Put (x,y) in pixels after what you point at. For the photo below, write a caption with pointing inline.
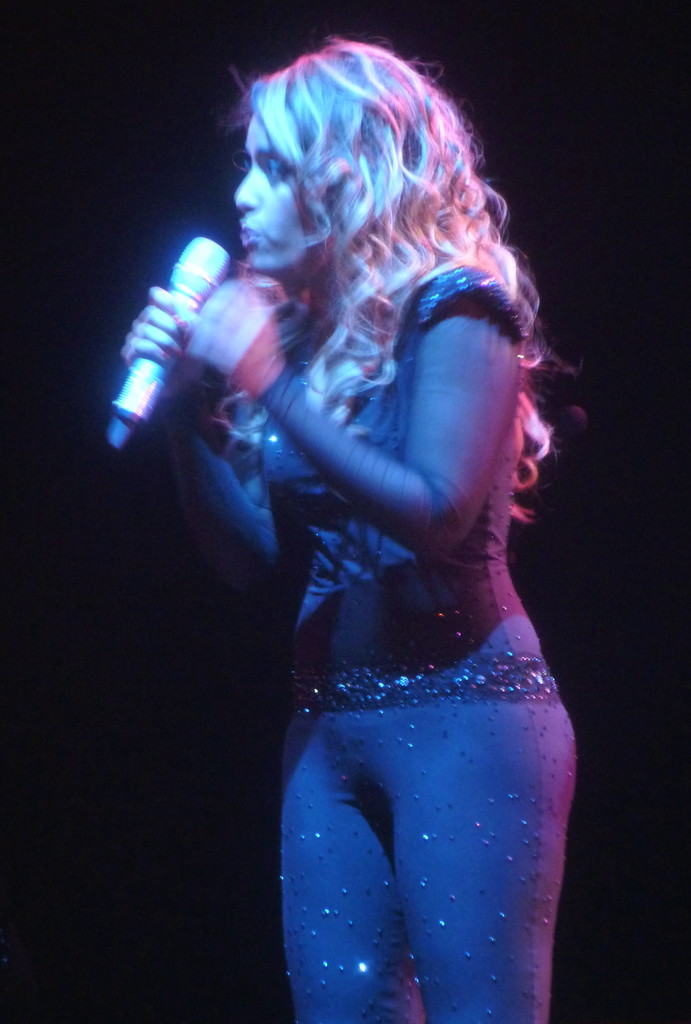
Background of the picture (604,277) is dark. Here we can see one women (303,775) stand and holding a mic (139,410) in her hand (180,336) and she is singing. She wore a pretty black colour dress (452,697).
